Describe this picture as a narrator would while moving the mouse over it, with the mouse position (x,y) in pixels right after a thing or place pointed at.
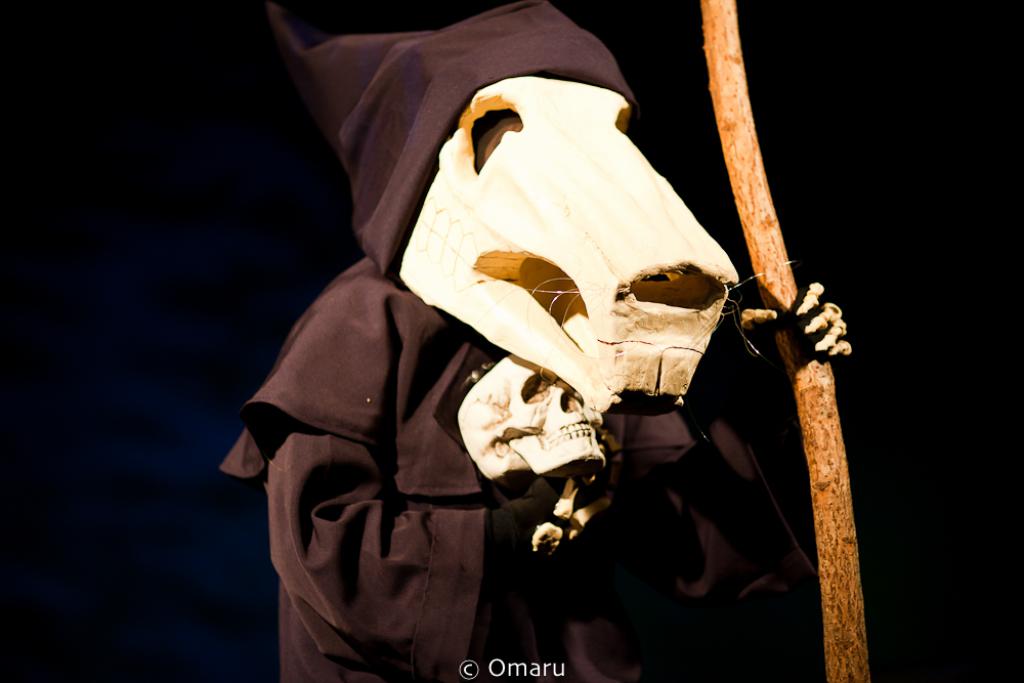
In this image, we can see a person (579,627) wearing a fancy dress (370,438) and a mask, there is a dark background (118,8).
